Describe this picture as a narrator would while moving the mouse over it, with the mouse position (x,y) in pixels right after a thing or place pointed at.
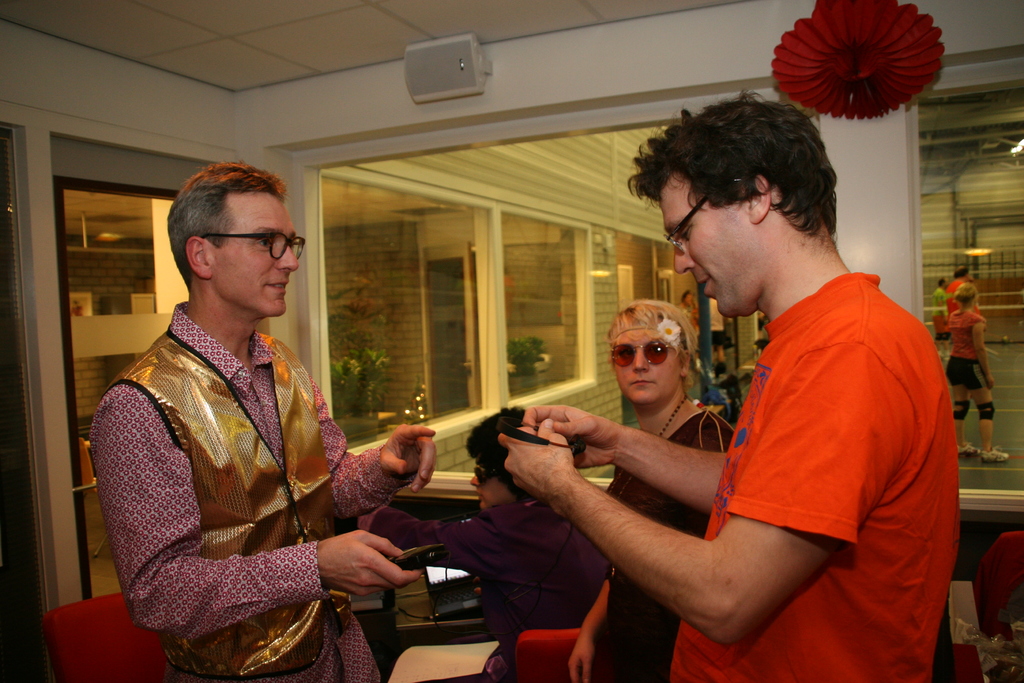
In this image there are few persons (724,495) standing. Bottom of the image (534,596) a person (507,621) is sitting on the chair (528,647). Before him there is a table (412,620) having a laptop (445,593). Background (1001,435) there is a wall (37,337) having window (445,394). From the window (1004,250) few persons (959,321) are visible. Right top there is an object (819,87). Left bottom there is a chair (70,618). The person (231,407) wearing spectacles (259,238) is holding an object (413,559) in his hand (370,562).
